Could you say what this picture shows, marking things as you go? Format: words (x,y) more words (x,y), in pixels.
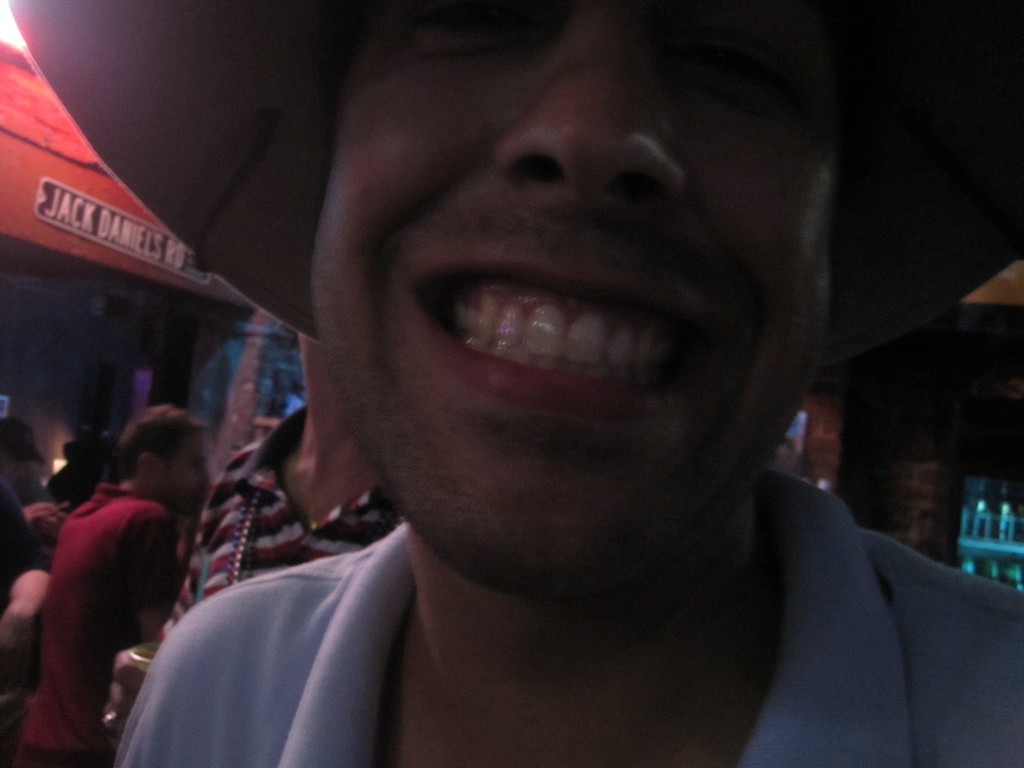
In the picture we can see a person (514,659) showing his teeth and behind the person (761,253) we can see some people (86,485) are standing near the shop (244,423).
